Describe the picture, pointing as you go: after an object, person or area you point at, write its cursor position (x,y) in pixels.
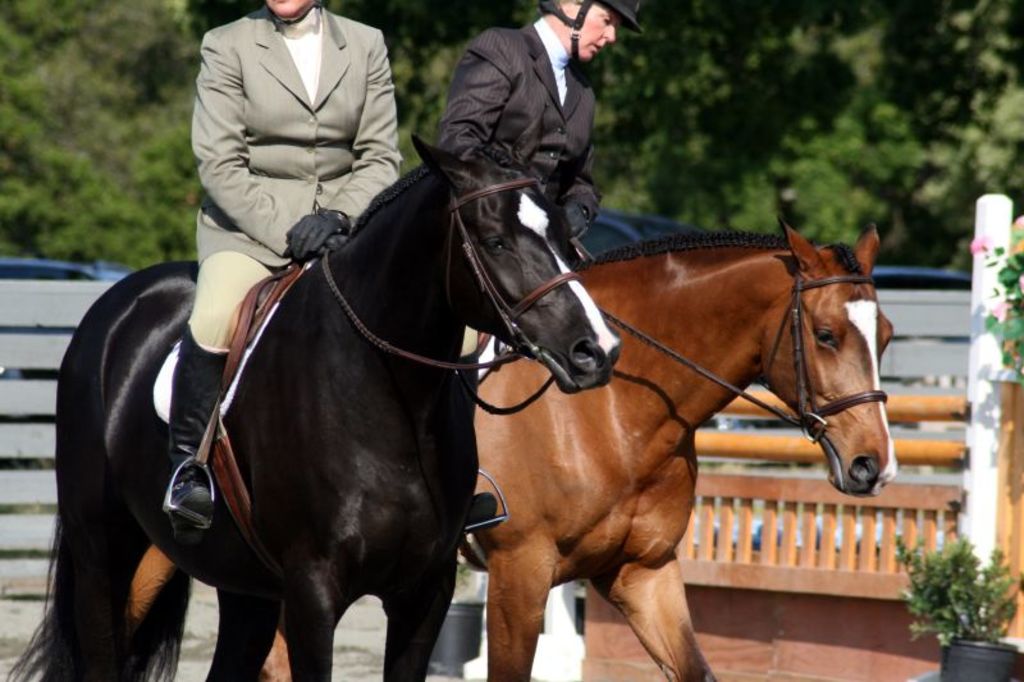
In this image we can see these persons (233,241) wearing blazers (353,199), gloves (294,254), helmets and long boots (214,393) are sitting on the horse (457,506). The background of the image (2,200) is slightly blurred, where we can see flower pots (990,631) and trees (57,220).
